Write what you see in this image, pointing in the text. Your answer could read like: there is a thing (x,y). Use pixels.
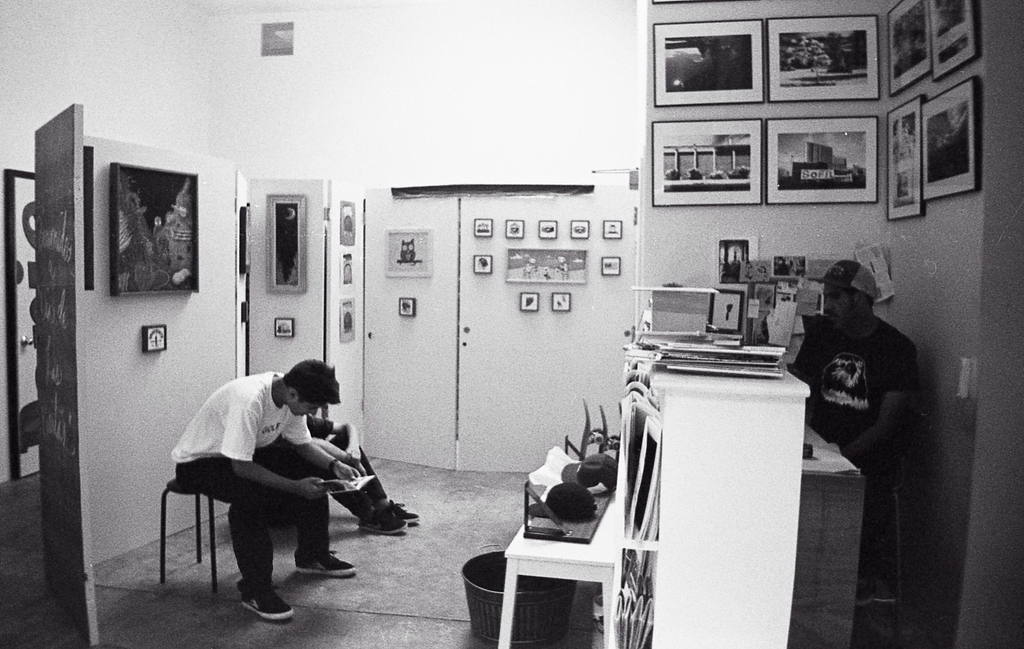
This is a black and white image. In this image we can see two persons (274,451) sitting. On the left side (81,461) there is a door (50,463). On the wall (151,319) there are photo frames (163,277). Also there is a cupboard (700,483) with books (644,480). And there is a table (590,551). On the table (566,563) there are many items (567,532). Below the table (528,565) there is a basket (553,598). On the right side (816,406) there is a person (851,357) wearing cap (860,281). Near to him there are many items (780,263) on the wall (765,232).
